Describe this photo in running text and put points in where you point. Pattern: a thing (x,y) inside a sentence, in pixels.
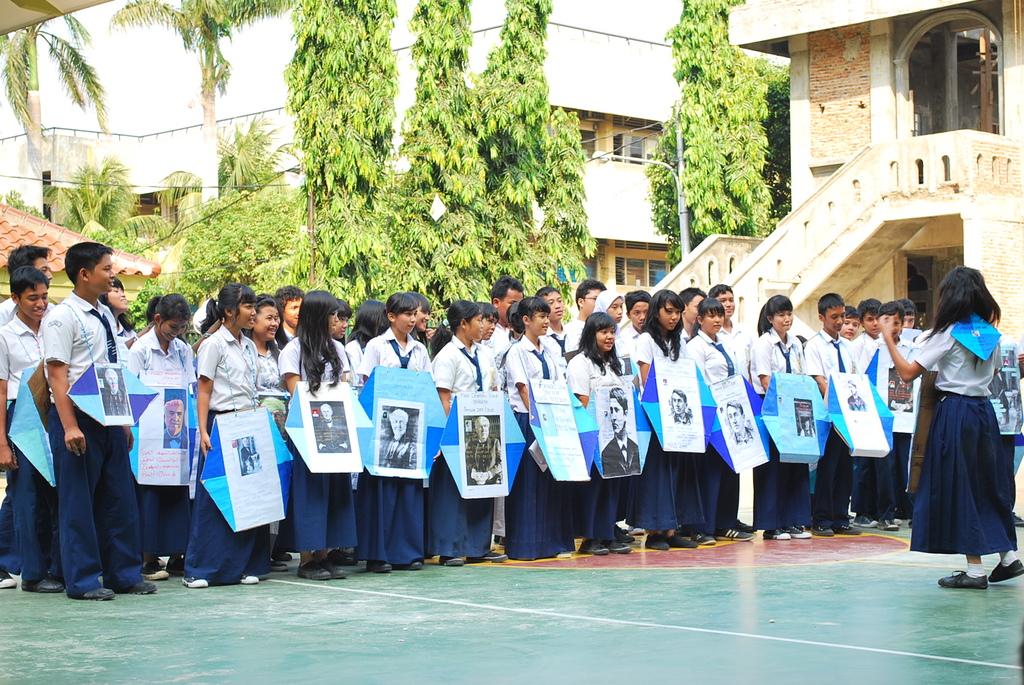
In this image we can see a few people (972,446), some of them are holding posters (466,434) with persons images (807,401), and texts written on it, there are some buildings (613,119), trees (461,152), and a light pole (678,141), also we can see the sky (168,86).
